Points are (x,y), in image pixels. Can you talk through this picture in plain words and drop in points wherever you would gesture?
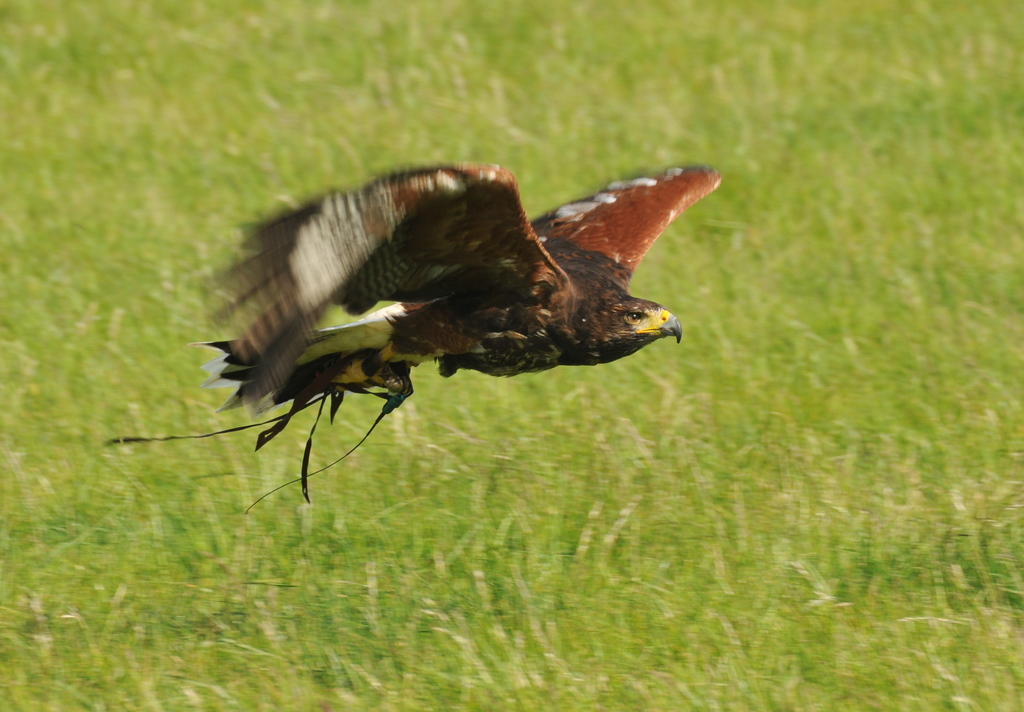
In this picture we can see a bird (253,389) flying in the air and in the background (553,538) we can see the grass (559,539).
